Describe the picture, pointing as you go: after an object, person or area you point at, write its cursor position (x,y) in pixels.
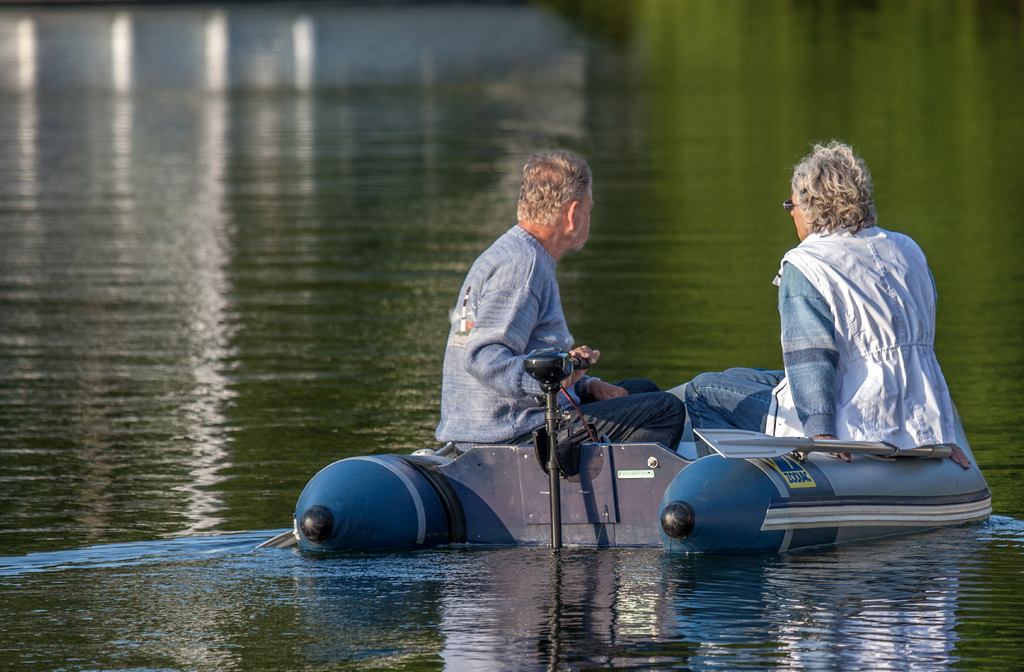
This picture is clicked outside the city. On the right (718,372) we can see the two persons (824,320) sitting on the boat (568,519). In the background (221,137) we can see a water body (379,101).
